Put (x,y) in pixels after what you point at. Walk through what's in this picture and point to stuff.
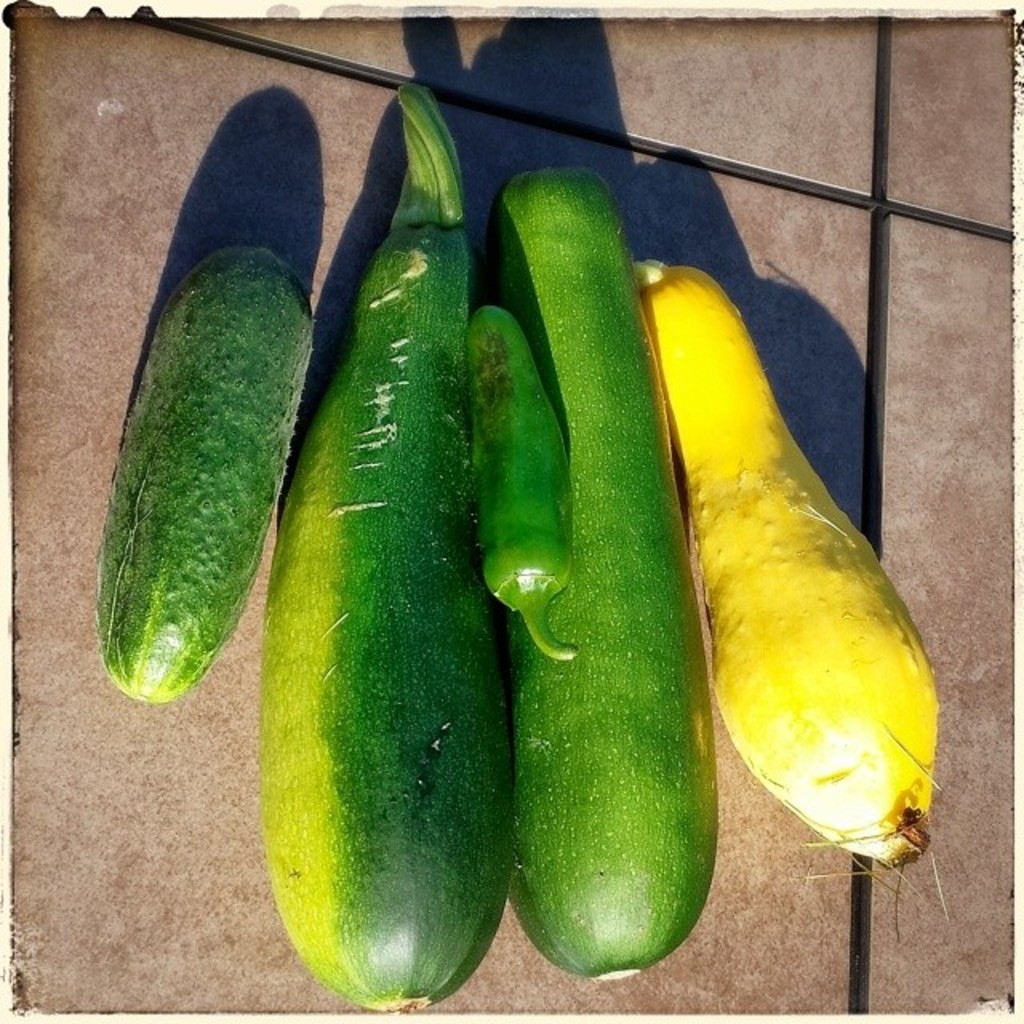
In this image in the center (448,588) there are different types of vegetables (669,501), and in the background (911,57) there is floor (191,716).
